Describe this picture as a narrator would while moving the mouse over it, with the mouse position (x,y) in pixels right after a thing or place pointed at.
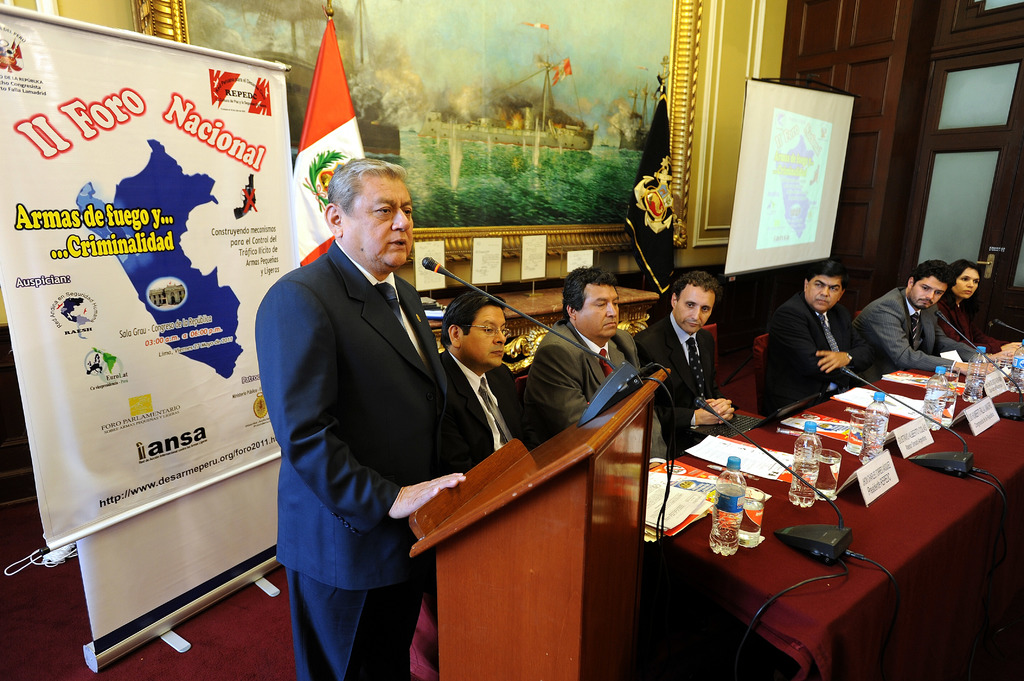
On the left (194,187) there are banners (239,216) and a man (404,196) is standing near the podium (566,445) and speaking in the microphone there are few people (502,404) are sitting on the chairs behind them there is a big picture (571,148).
